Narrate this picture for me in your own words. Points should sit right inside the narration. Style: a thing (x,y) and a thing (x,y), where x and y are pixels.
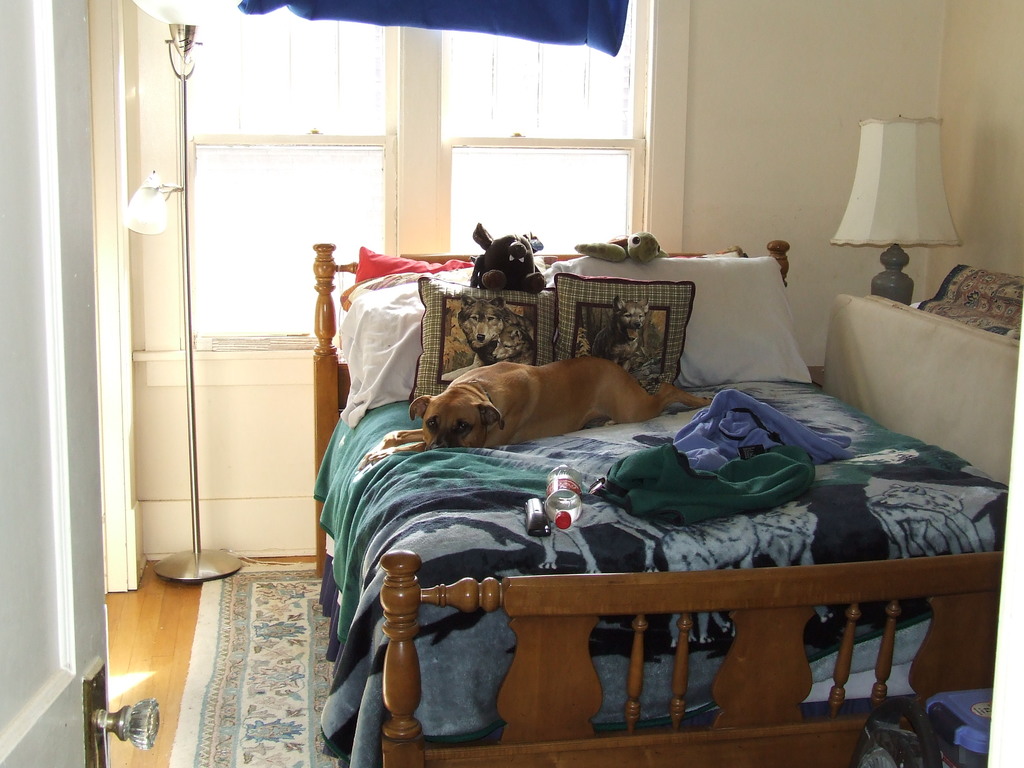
In the image, there is an inside view of a room (467,180). There is a dog (533,388) on the bed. This bed (474,357) contains pillows (560,306), dolls (502,247), bottle (571,516) and some clothes (753,472). There is a light (886,161) on the top right of the image (891,159). There is a door (67,371) on the left side of the image (54,341). There is a window (352,133) at the top of the image (413,137).
